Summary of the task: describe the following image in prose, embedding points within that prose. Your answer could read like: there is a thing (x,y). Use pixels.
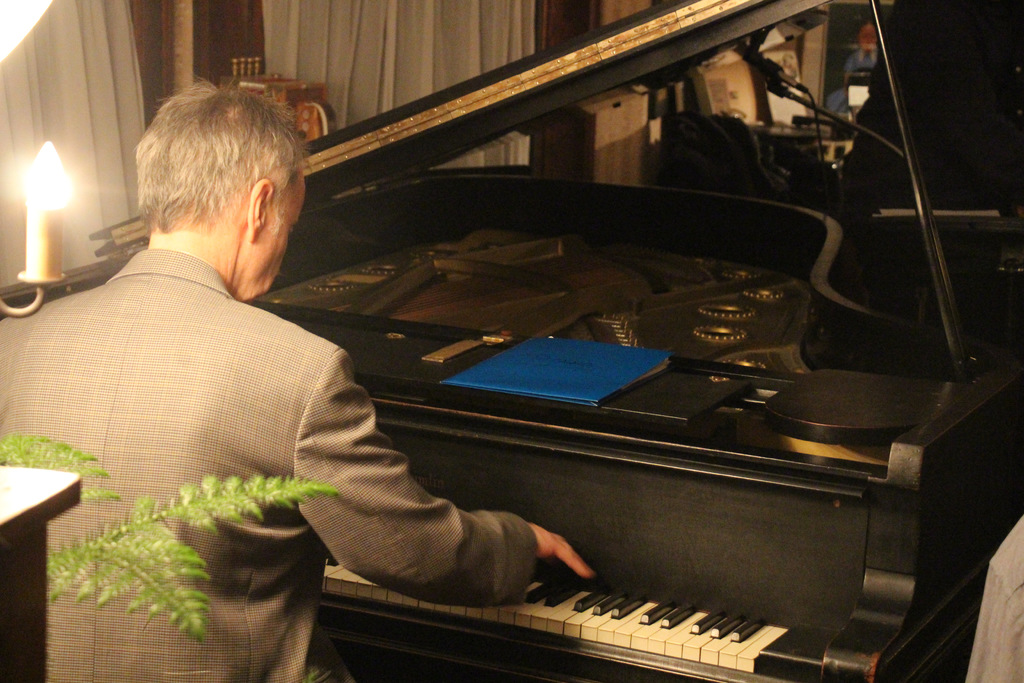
In this picture there is man (332,394) towards the left (307,423), he is playing a piano (573,580). He is wearing a cream blazer (256,392). Towards the left corner (12,493) there is a table (23,483) and a plant (115,496). On the piano (675,400) there is a blue file (513,360). Towards the top right (765,73) there is a mike (776,89).
